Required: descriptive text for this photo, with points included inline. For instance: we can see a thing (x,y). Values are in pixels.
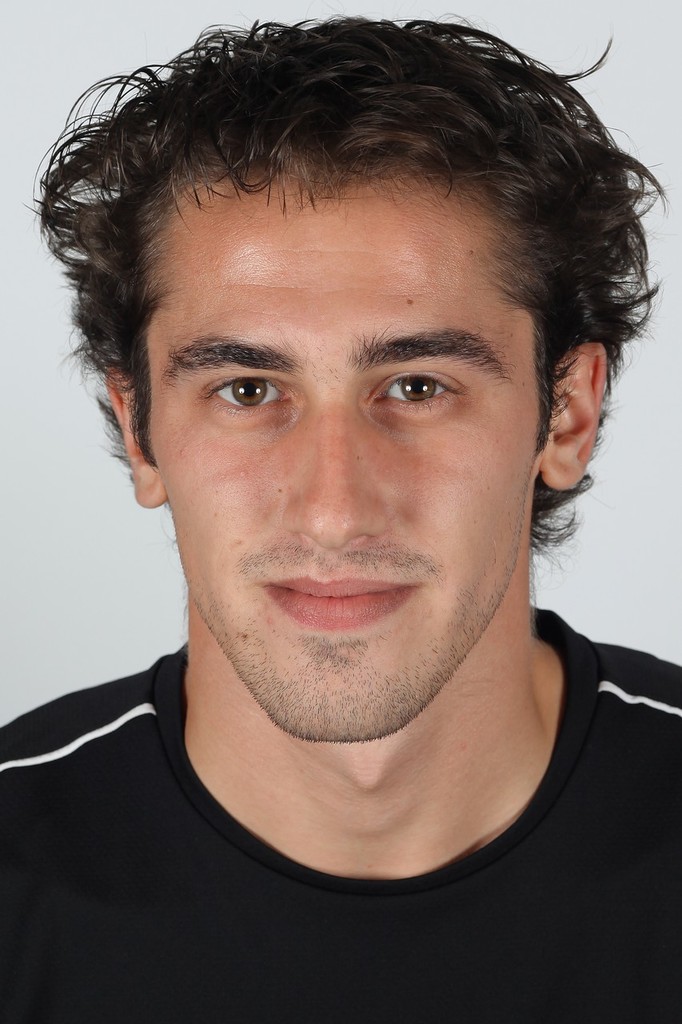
In the image there is a man (224,663) with a t-shirt (379,996). Behind him there is a white background (595,633).
